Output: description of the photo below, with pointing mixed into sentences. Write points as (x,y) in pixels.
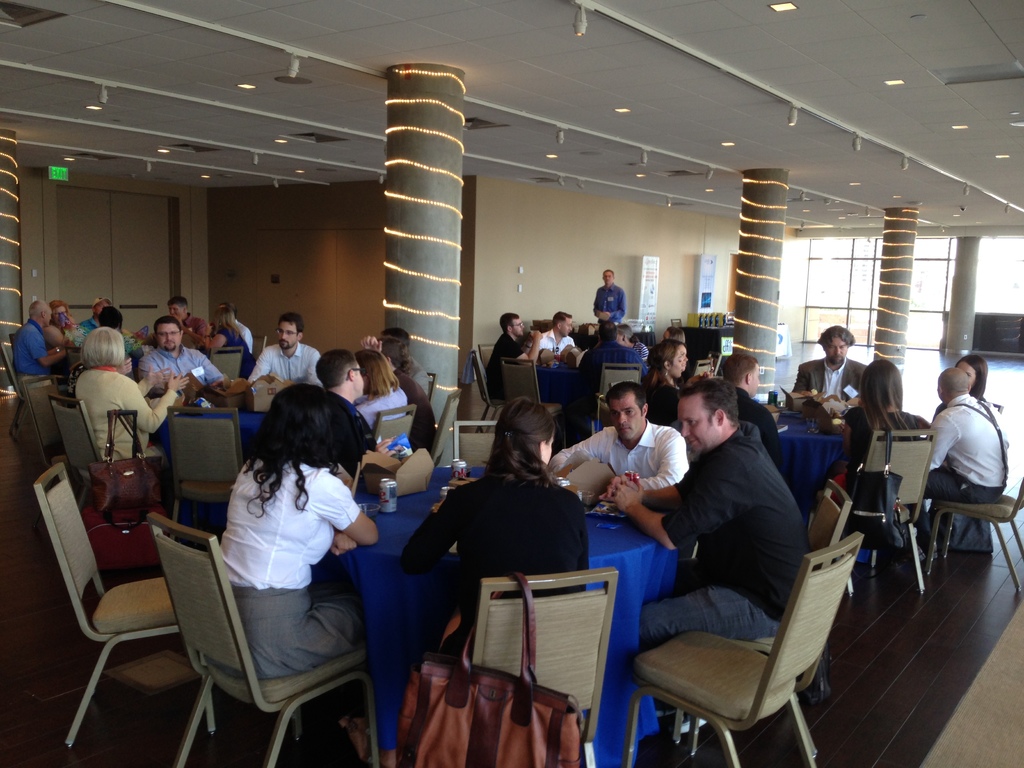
In this picture there are group of people (692,517) sitting in the chair (585,682), another group of people (106,341) sitting in the chair (610,364) and in the back ground (763,285) there is a pillar (436,107) with a rope of lights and hoarding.
